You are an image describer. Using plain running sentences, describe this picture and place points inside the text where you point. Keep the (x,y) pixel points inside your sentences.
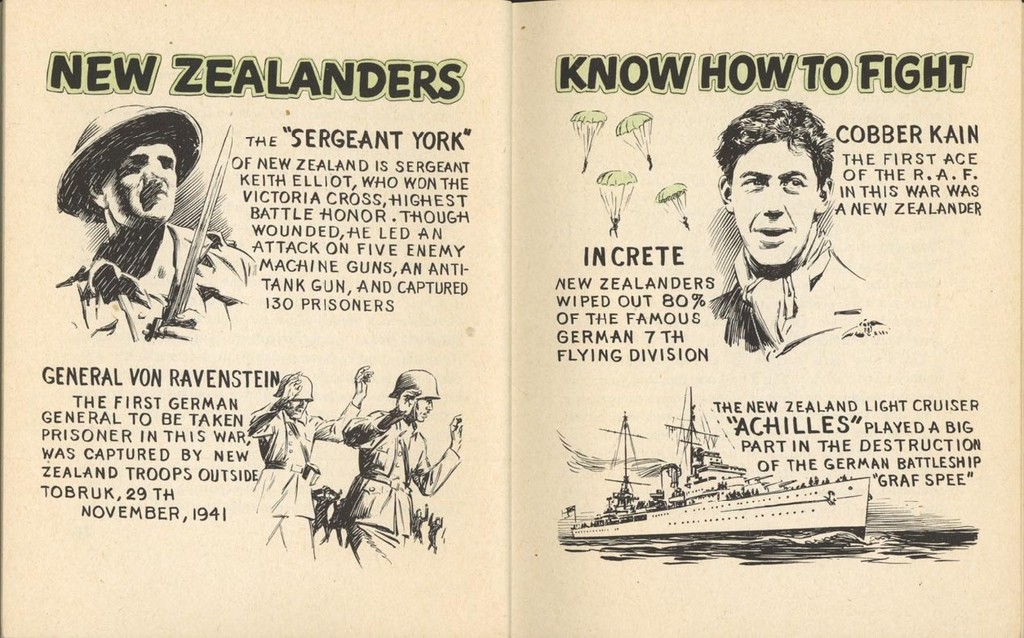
This image is a picture of a book (596,246), in this picture there is text (287,199) and images (151,241) of a few persons (207,287).
